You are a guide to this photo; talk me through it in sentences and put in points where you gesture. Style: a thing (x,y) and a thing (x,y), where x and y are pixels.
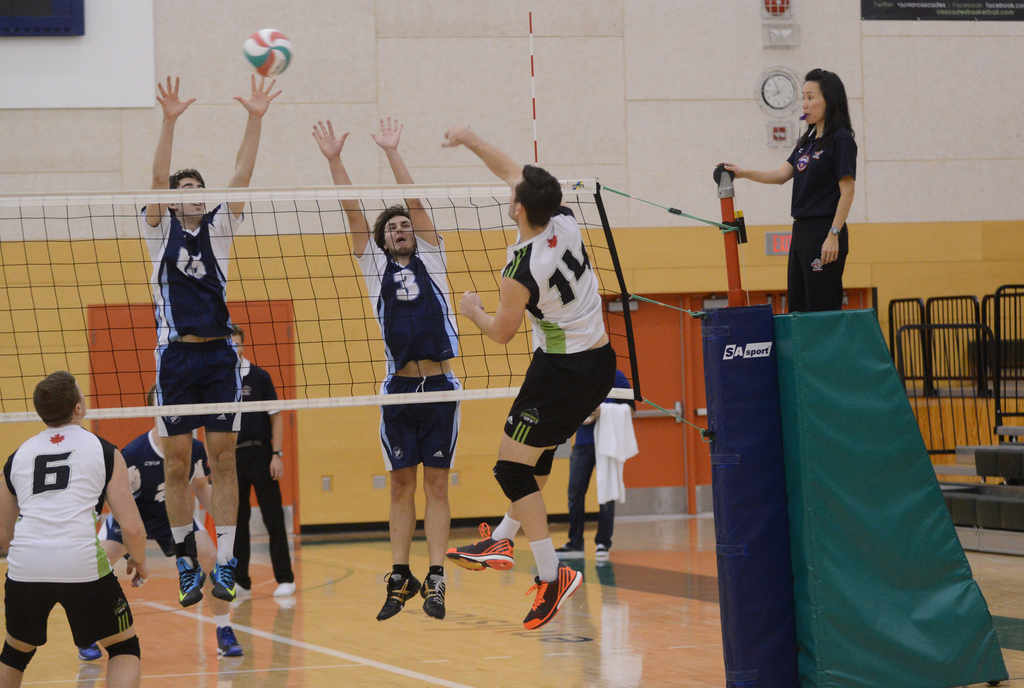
As we can see in the image there is a wall (658,97), clock (784,88), ball (276,55), net (273,249), fence (890,311) and few people (617,401) here and there.
